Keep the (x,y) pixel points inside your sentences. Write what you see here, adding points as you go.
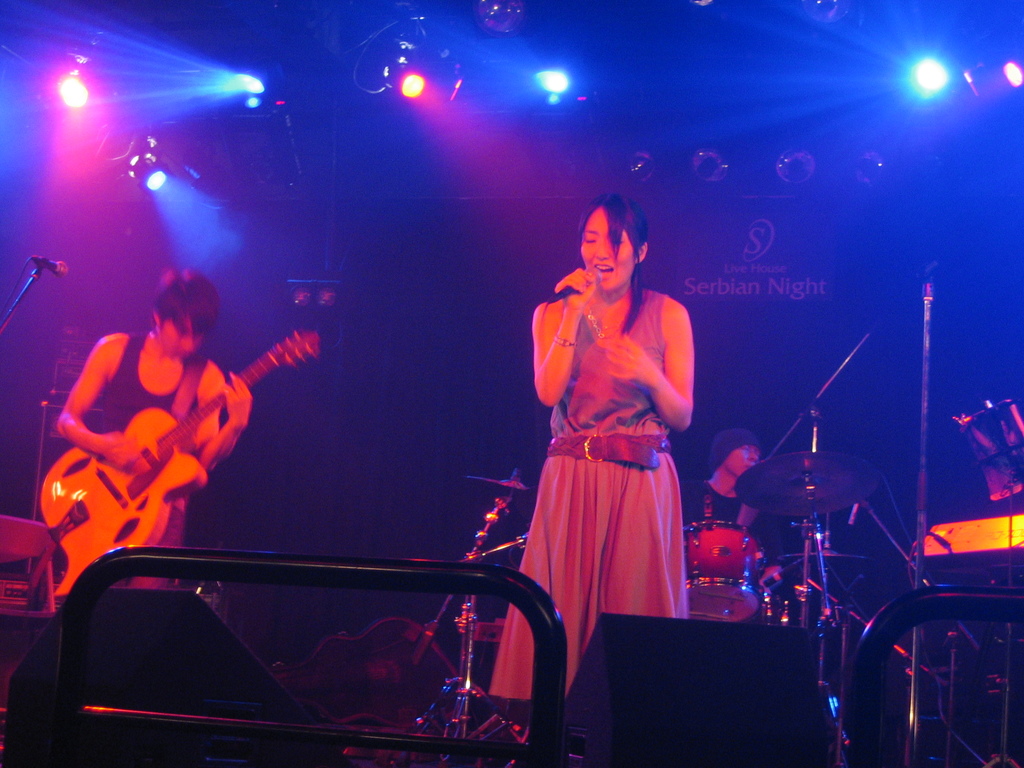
In this picture there are three people (555,525), one of them is singing and she has a microphone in her right hand (586,297) and the person (179,376) is playing the guitar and are some disco lights (305,298).
